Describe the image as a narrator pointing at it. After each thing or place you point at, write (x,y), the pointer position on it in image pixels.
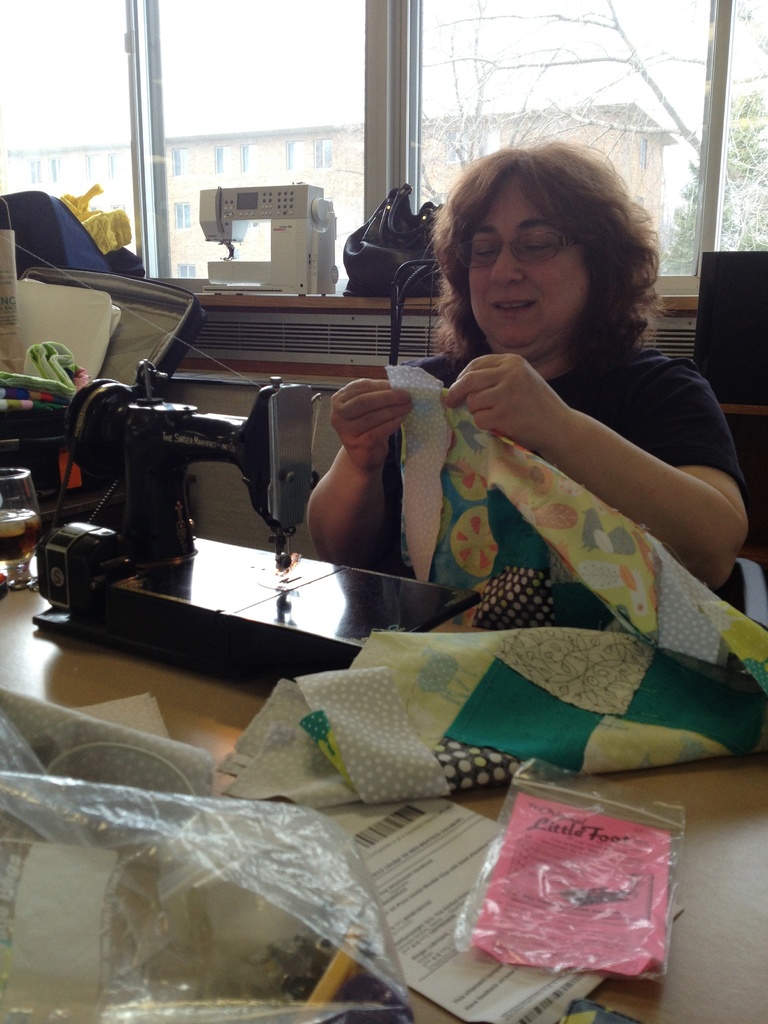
In the image there is a woman (648,479) in black dress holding a cloth (609,537) with a sewing machine (203,592) in front of her on the table (19,659) and behind her there is a window (287,100) with sewing machine (311,276) and handbag (389,262) in front of it.
